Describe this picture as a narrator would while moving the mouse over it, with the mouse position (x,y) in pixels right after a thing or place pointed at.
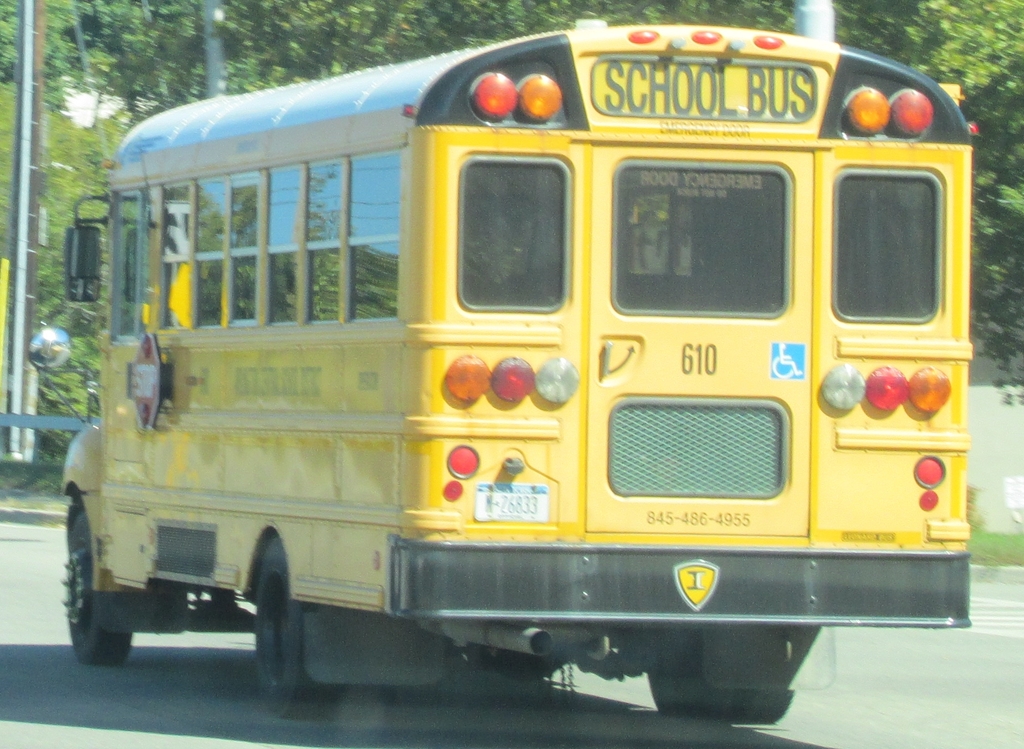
In this image I can see a school bus (419,442). And in the background (146,63) there are electric poles (39,107) and trees (235,49).
